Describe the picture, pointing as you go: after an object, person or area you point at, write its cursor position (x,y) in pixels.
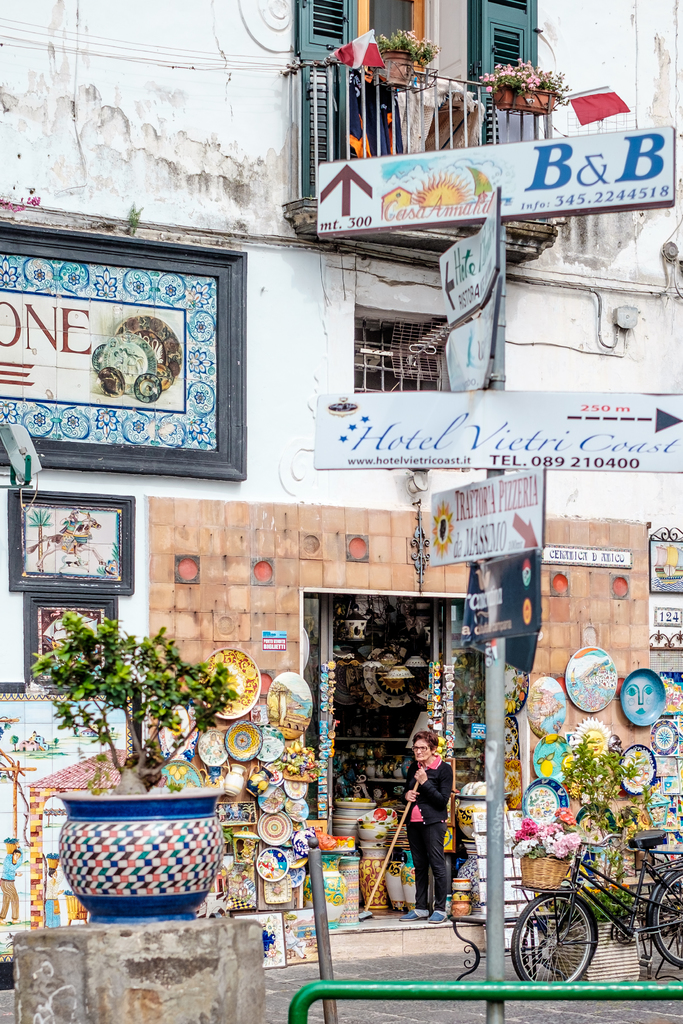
In this image there is a building (259,49). At the bottom (336,715) there is a store (322,687) and we can see things (673,791) placed in the store (621,833). There is a basket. On the left (194,900) we can see a houseplant (131,791). There are poles (326,909). We can see boards (513,475). On the right (655,923) there is a bicycle (565,934). In the center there is a person (446,884) standing.
